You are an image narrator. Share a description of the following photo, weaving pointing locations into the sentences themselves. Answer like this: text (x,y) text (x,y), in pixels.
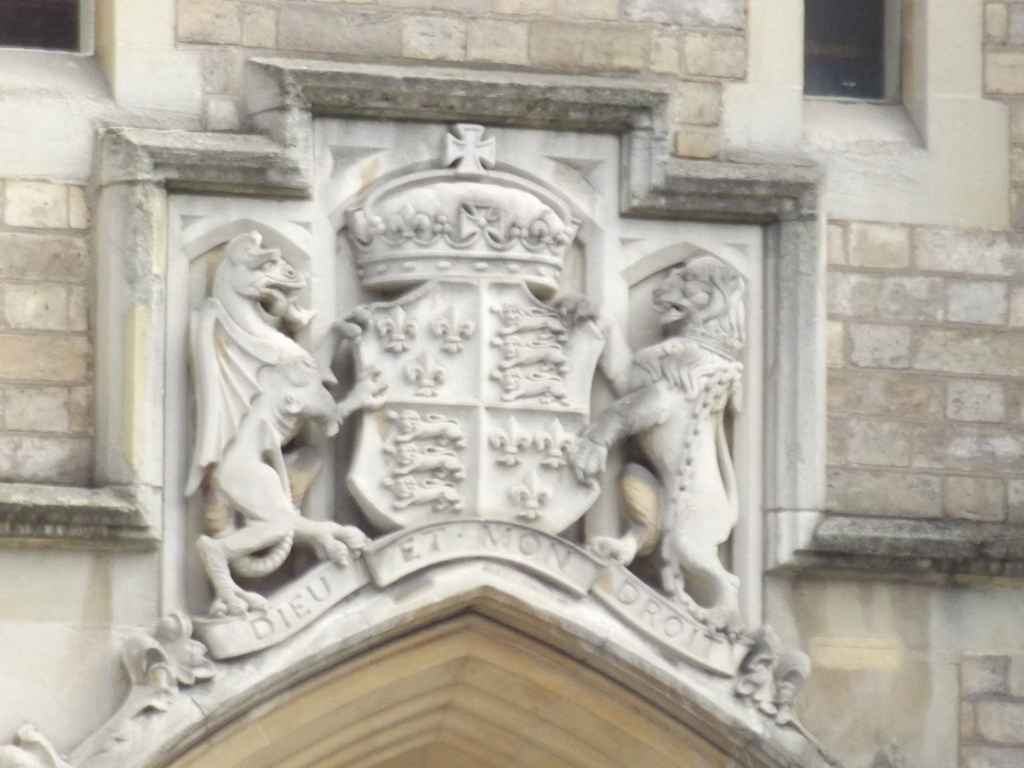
In this picture, there is a building (459,53). On the building (425,395), there are structures (622,414).
